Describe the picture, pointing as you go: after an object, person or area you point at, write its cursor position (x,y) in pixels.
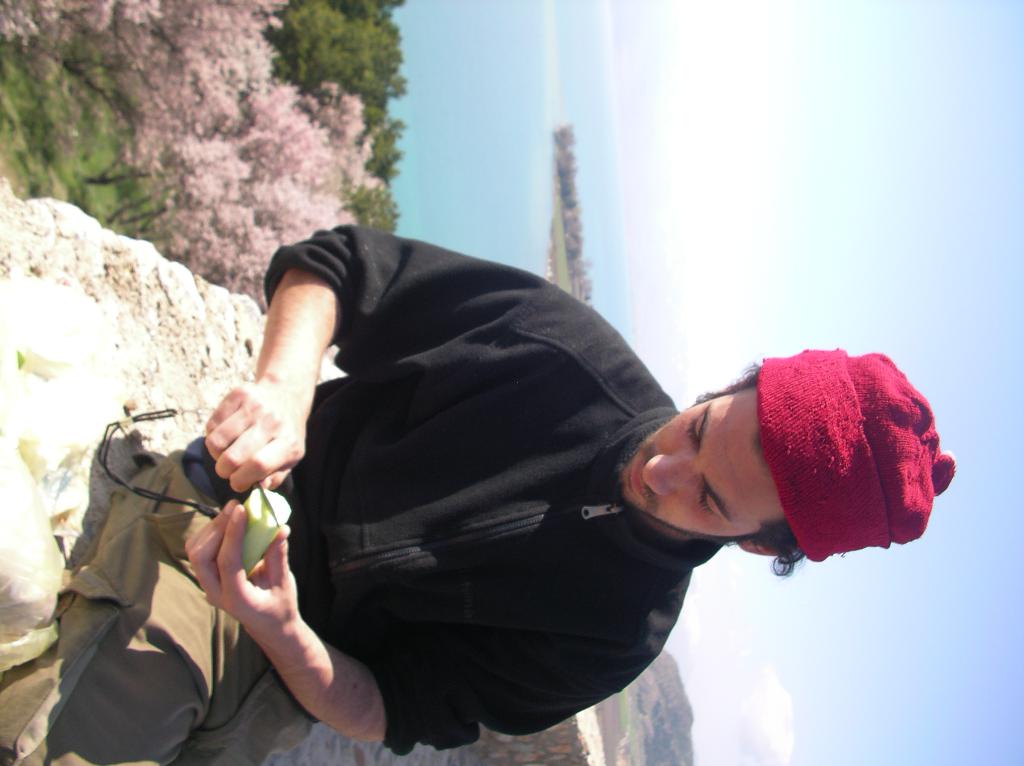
In this picture we can see a man (483,474) wearing a black jacket (437,499) and sitting. He is cutting a cucumber (251,518). In the background (866,217) we can see sky (839,158) with clouds (714,756), hills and trees (236,189).
